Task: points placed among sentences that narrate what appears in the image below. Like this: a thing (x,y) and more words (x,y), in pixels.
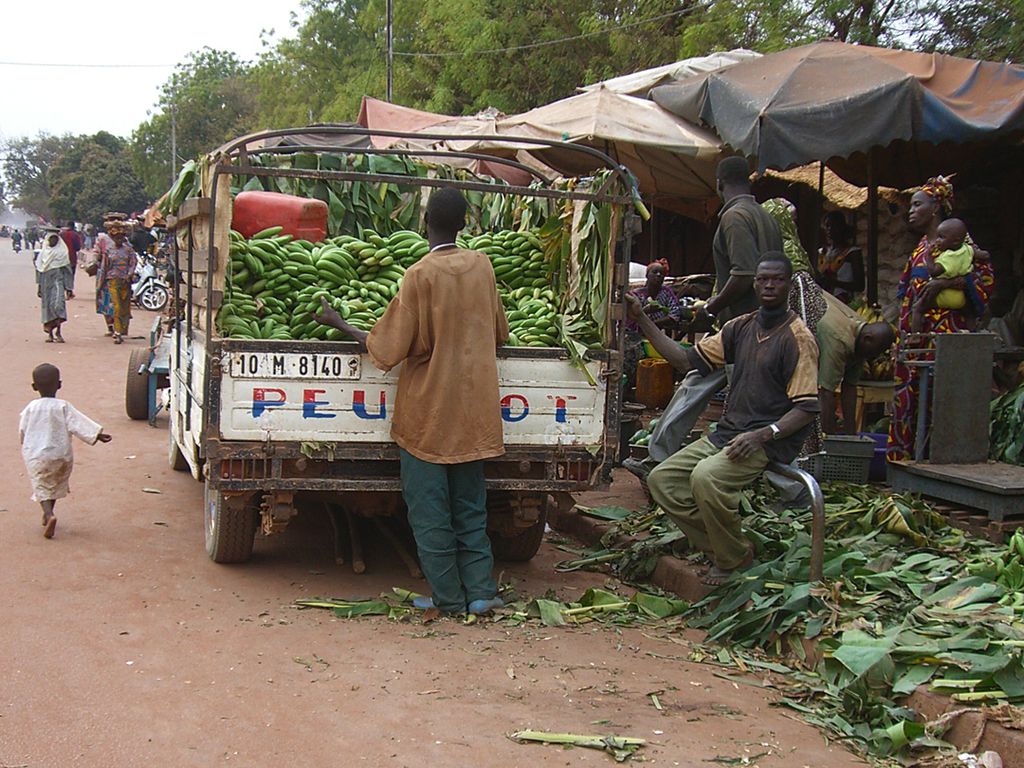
In the image there is a truck (181,355) and plenty of bananas (242,301) were kept on that truck (205,257), there are few people (664,427) on the right side of the truck (553,445) and many people (77,429) were moving on the road (110,389), on the right side (709,28) there are plenty of trees (475,86) behind the truck (543,142).
